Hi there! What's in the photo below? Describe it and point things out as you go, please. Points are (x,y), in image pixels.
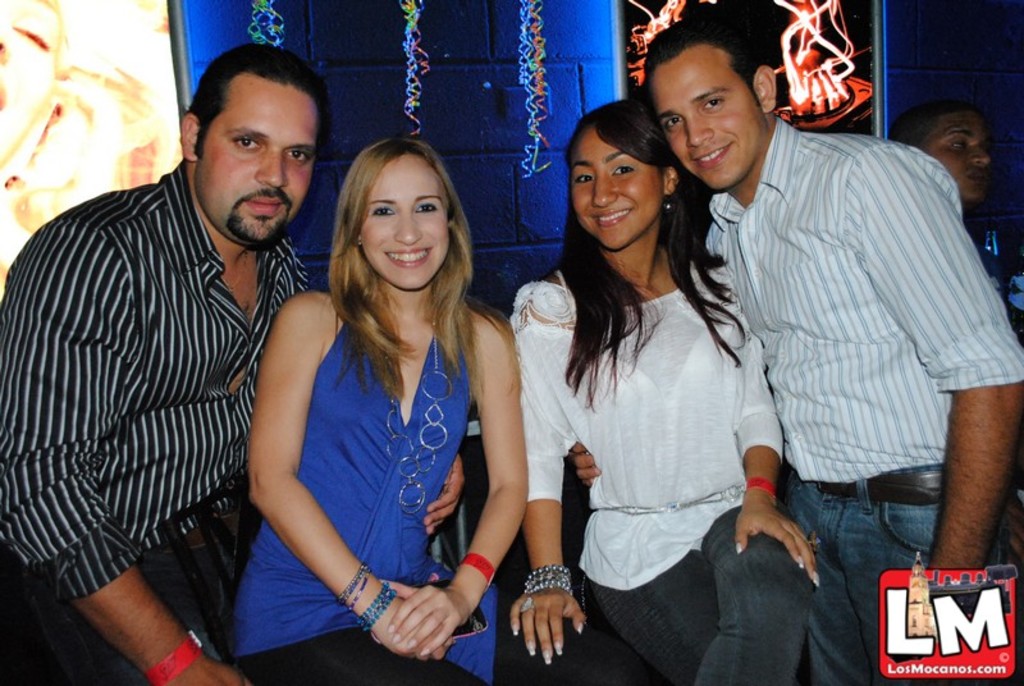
In this image there are two women (505,433) and two men (946,447), in the bottom right (989,624) there is a logo (988,628) and text (949,621) in the background (482,39) there is a wall (890,111).
